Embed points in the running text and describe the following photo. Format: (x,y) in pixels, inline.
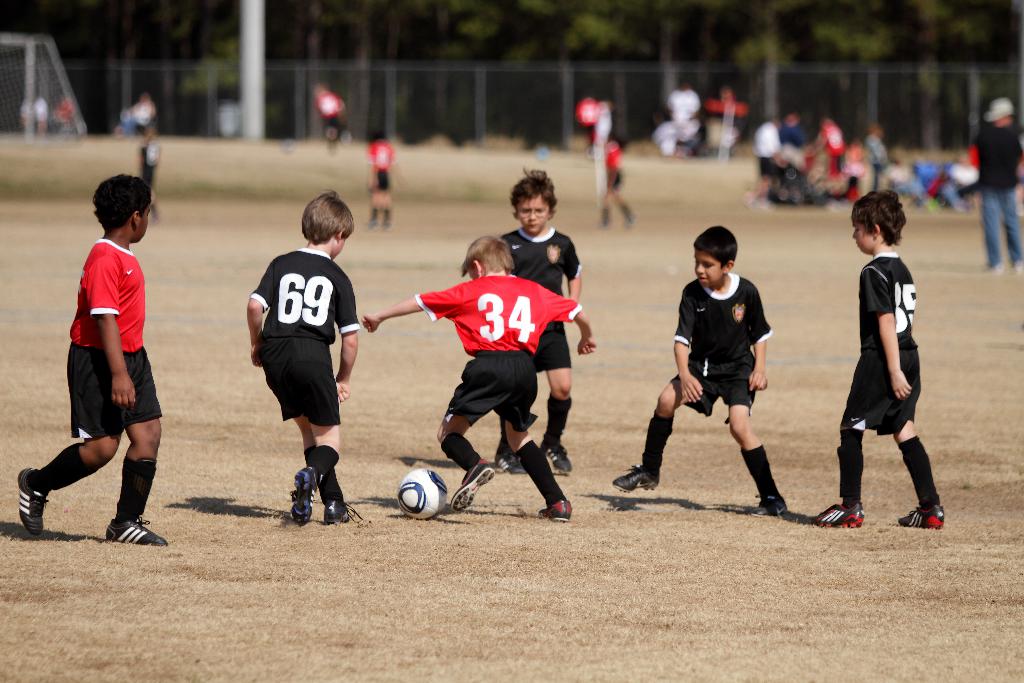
In this image there are kids (124,244) playing the football (425,493) on the ground (413,620). There are two different team players (486,333) who are playing the football (425,490). At the background (372,101) there is goal post (43,85) and fencing (572,89).
